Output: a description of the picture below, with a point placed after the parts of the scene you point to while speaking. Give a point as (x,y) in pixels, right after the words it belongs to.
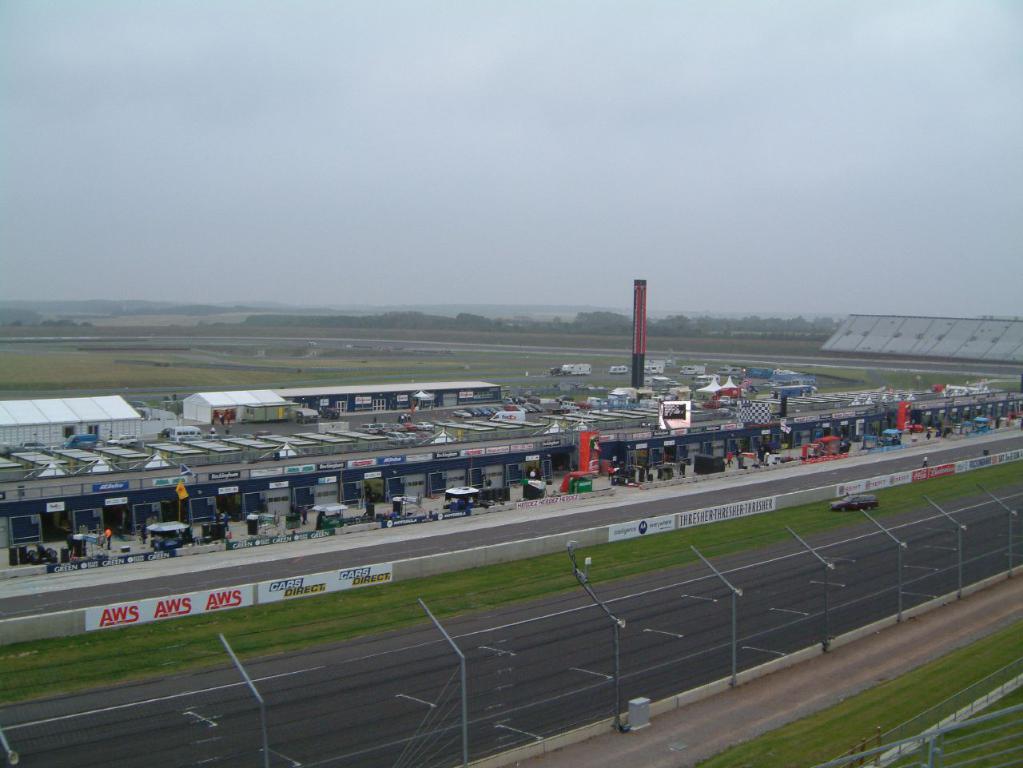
In this picture I can see the car racing course (929,518). In the center (362,463) I can see the shed (938,411). At the bottom (520,597) I can see the fencing (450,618), road (716,611) and grass (266,629). In the background (10,319) I can see many trees (25,308), plants (10,319) and farmland (188,373). Behind this shed (834,428) I can see some cars (626,372) were parked. At the top (447,107) I can see the sky (374,142) and clouds (363,144). On the right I can see many people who are standing under the shed (802,440).
